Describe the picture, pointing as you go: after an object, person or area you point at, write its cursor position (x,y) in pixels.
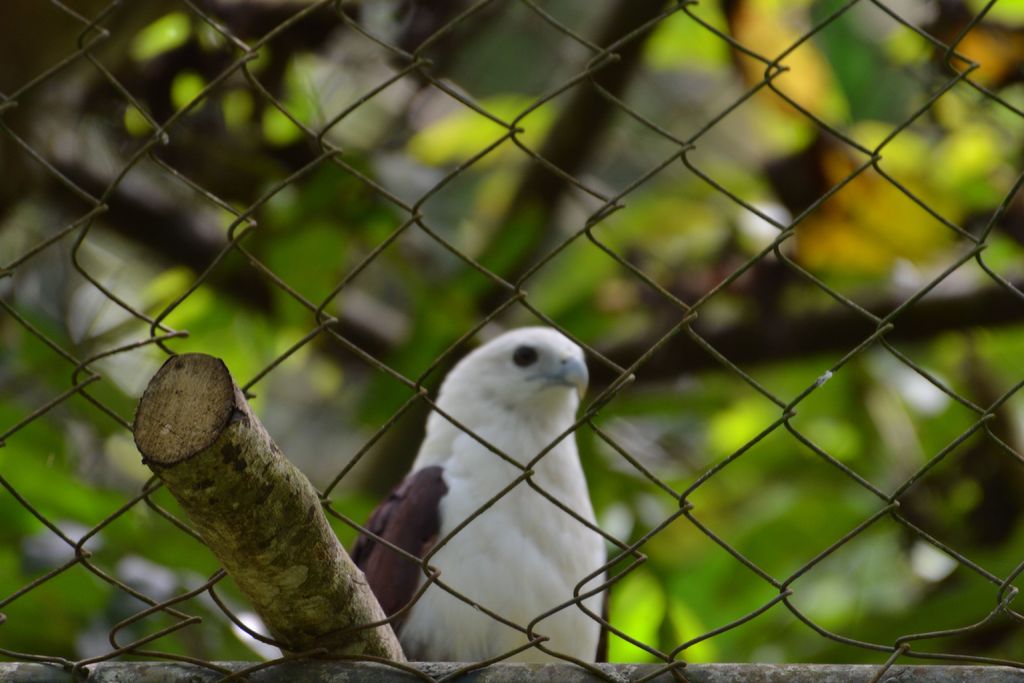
In this image we can see a bird (500,441), stick (235,496), fencing (402,413), also we can see plants (583,268), and the background (1009,475) is blurred.
